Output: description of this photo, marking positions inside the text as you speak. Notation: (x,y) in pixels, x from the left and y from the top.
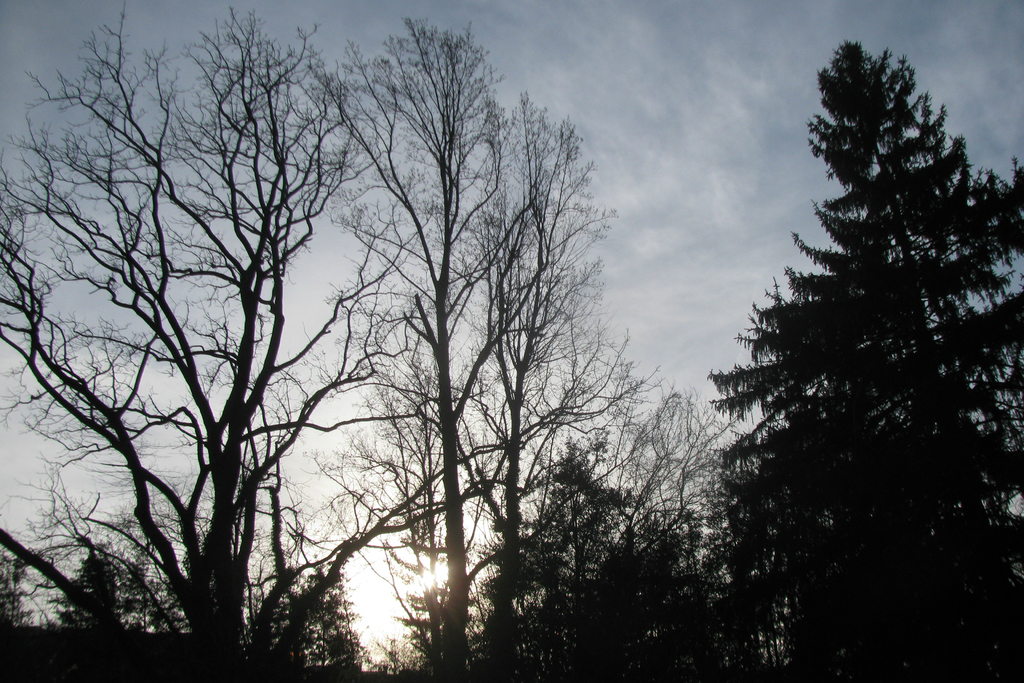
In this image I can see trees (276,590) and the sky (400,313) and sunlight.
